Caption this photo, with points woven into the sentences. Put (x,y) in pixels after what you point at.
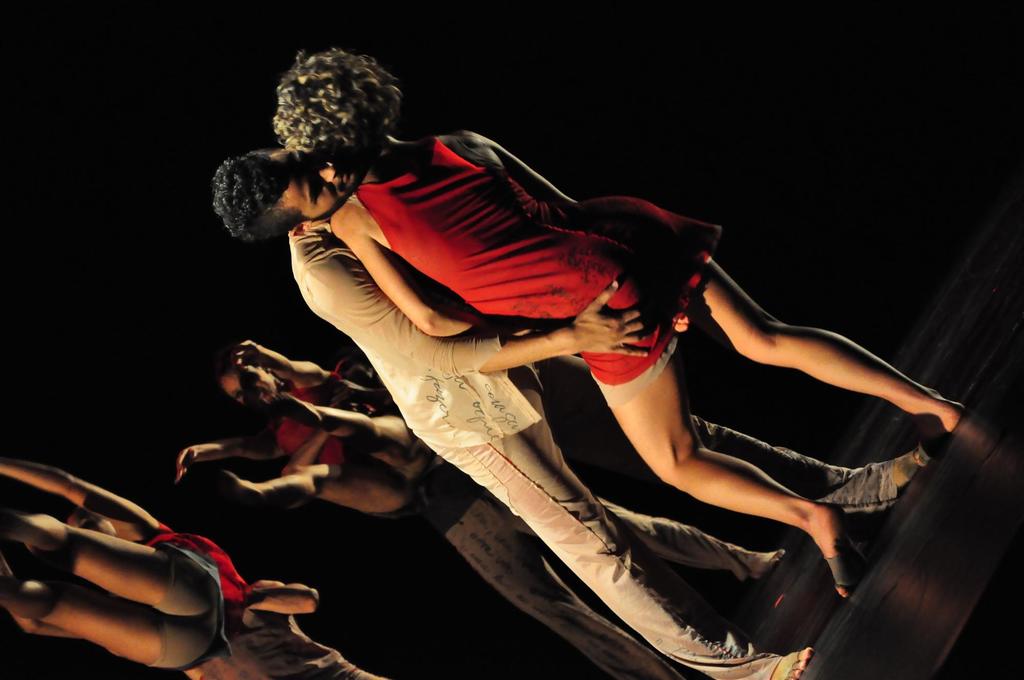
In this picture I can see few people (284,596) are holding and dancing.
